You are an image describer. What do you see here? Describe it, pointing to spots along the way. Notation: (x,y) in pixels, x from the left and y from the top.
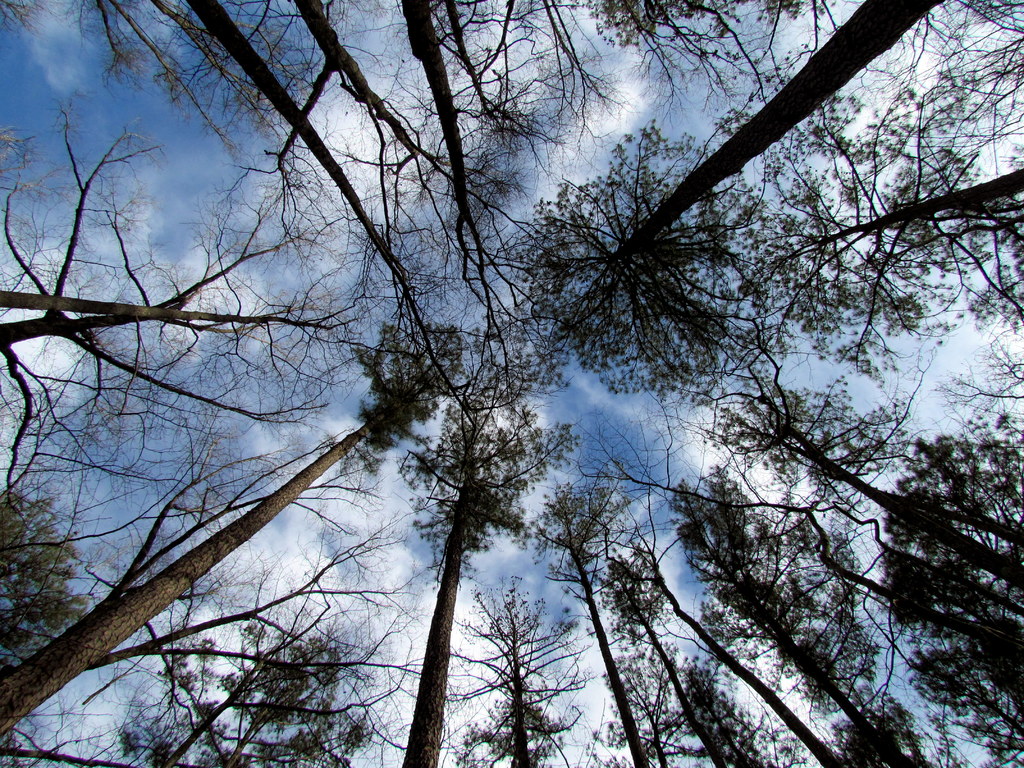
This picture is taken from outside of the city. In this image, we can see some trees (722,528). In the background (142,474), we can see a sky (910,653) which is cloudy.
